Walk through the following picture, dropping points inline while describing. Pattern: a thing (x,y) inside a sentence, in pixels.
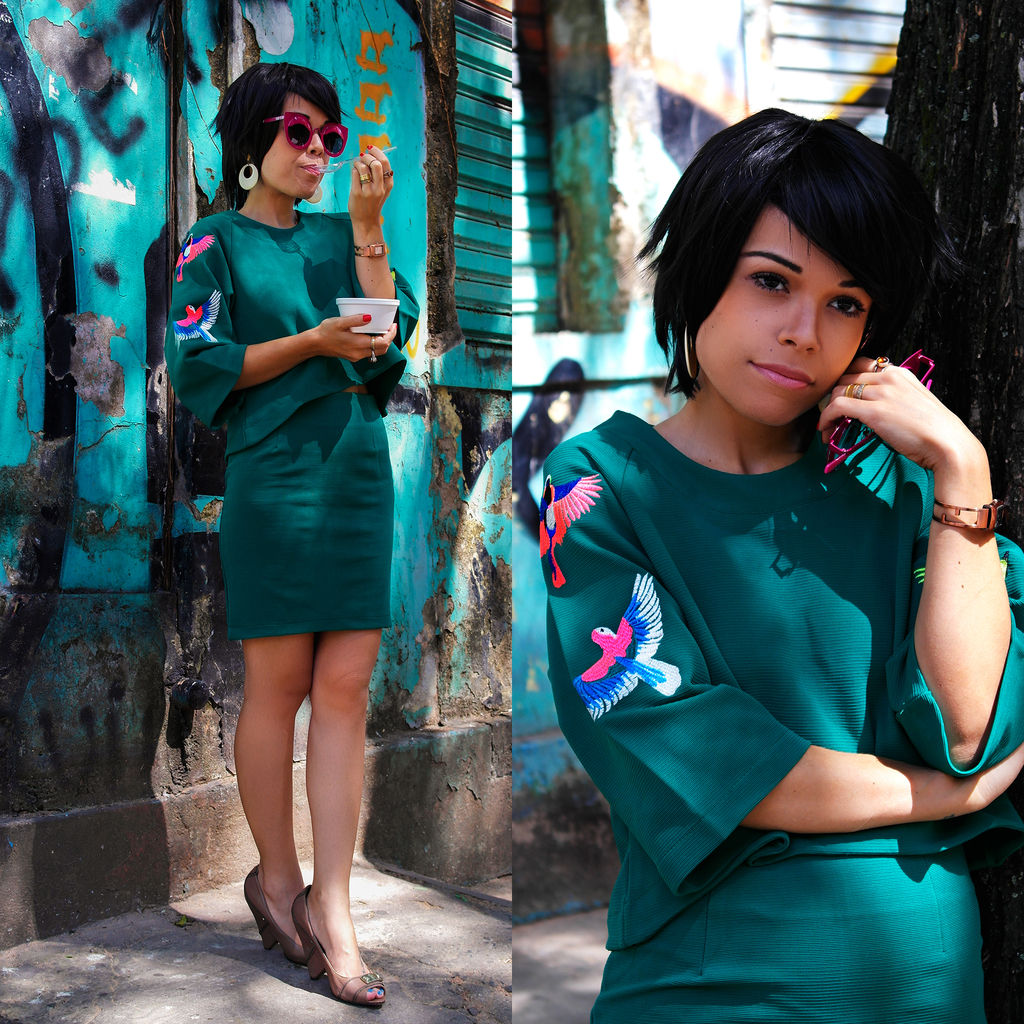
In this image I can see a person (297,361) standing wearing green color dress (336,410) holding a bowl (393,301). Background (360,129) I can see a wall (395,53) in green color.
